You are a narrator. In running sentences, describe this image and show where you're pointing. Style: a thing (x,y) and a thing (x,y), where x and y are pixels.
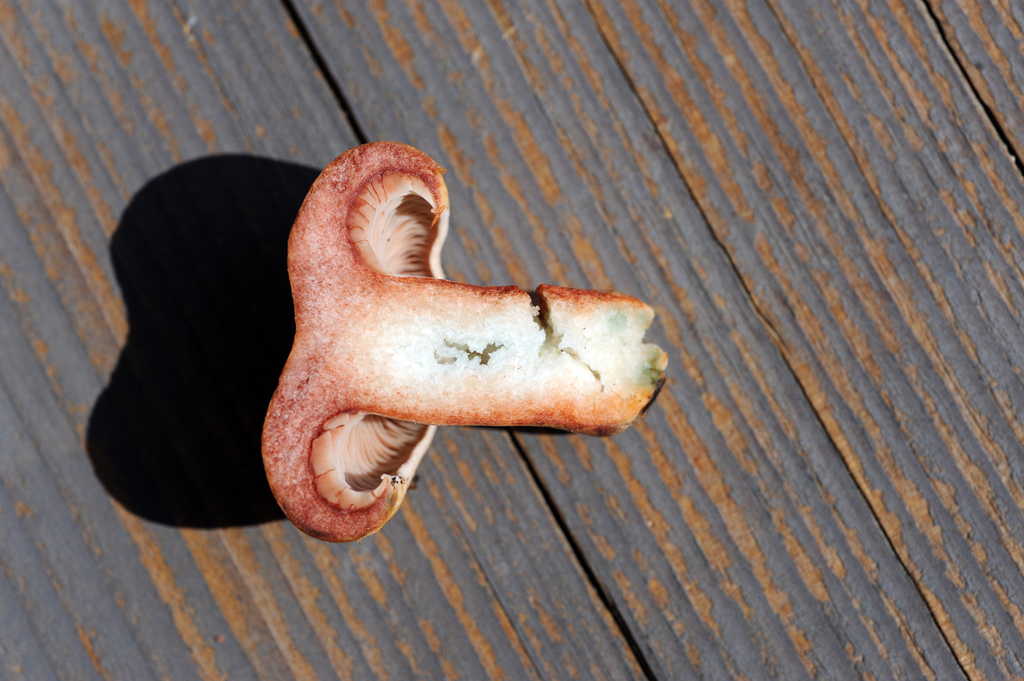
In this image there is a table (901,558) with a mushroom slice (480,413) on it.
